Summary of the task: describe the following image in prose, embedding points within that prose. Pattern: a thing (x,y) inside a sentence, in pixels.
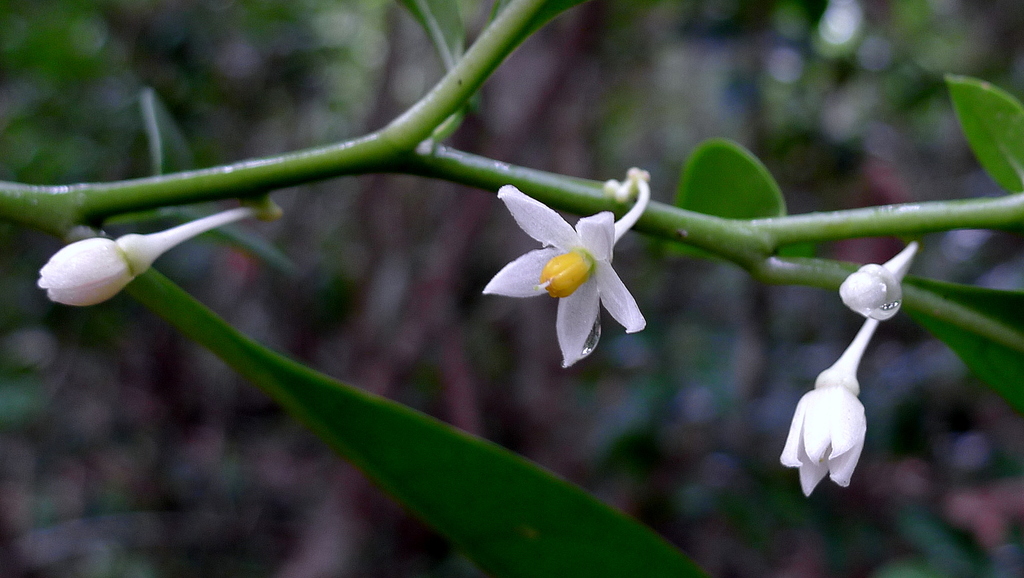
In the foreground of the picture (366,174) there are flowers (586,219), leaves (167,133) and stem (455,177) of a plant (605,201). The background (925,54) is green.
